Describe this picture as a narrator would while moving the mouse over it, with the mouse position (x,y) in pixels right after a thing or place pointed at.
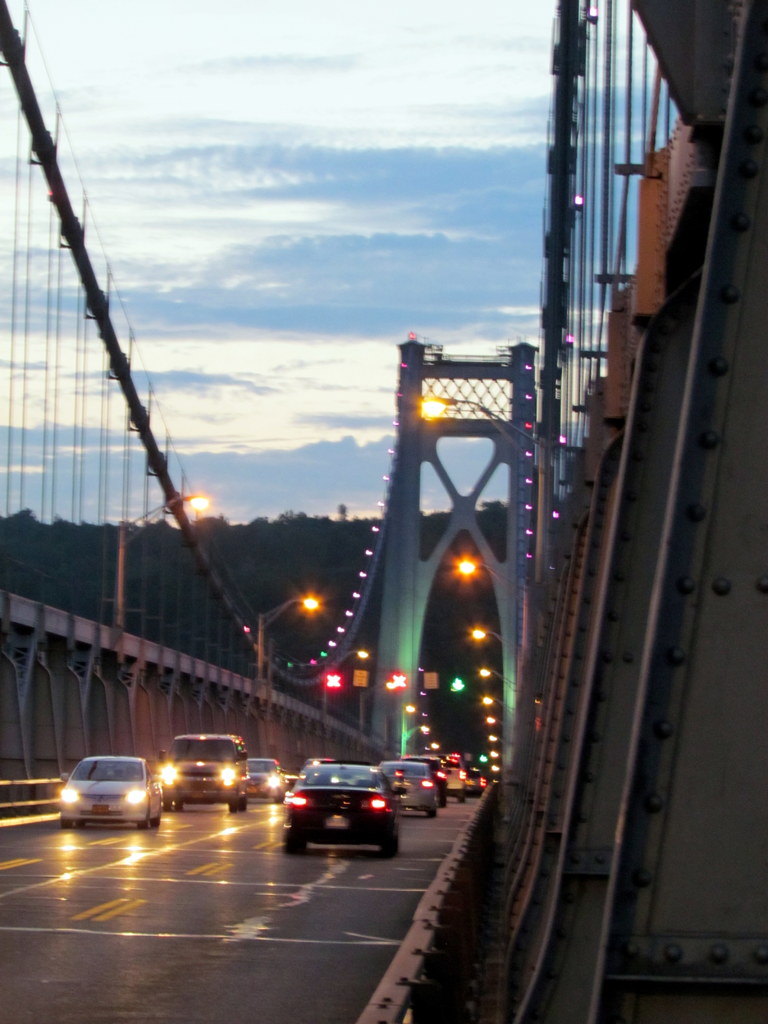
In this image we can see vehicles (266,795) on the bridge (416,889). In the background (492,667) there are lights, poles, hills (347,537) and sky (360,371).
